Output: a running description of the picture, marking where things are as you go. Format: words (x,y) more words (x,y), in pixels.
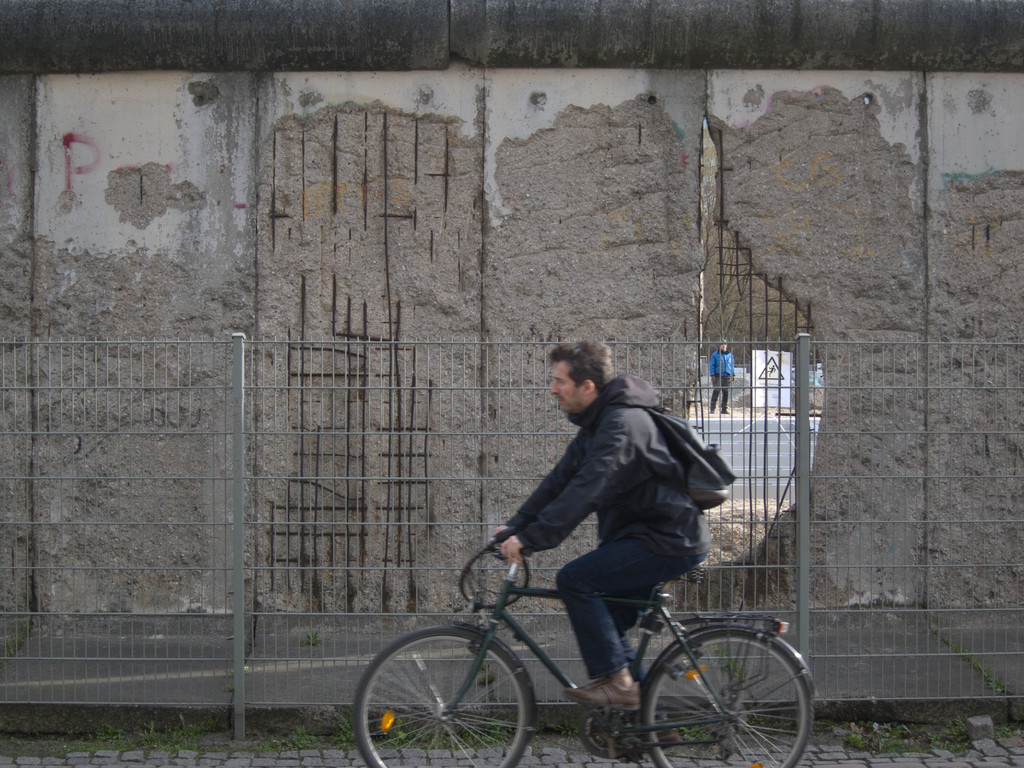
In the image there is a man (614,519) riding a bicycle (654,587), in background (418,294) there are fence (363,434), wall (630,260) and a man (722,353) standing.
